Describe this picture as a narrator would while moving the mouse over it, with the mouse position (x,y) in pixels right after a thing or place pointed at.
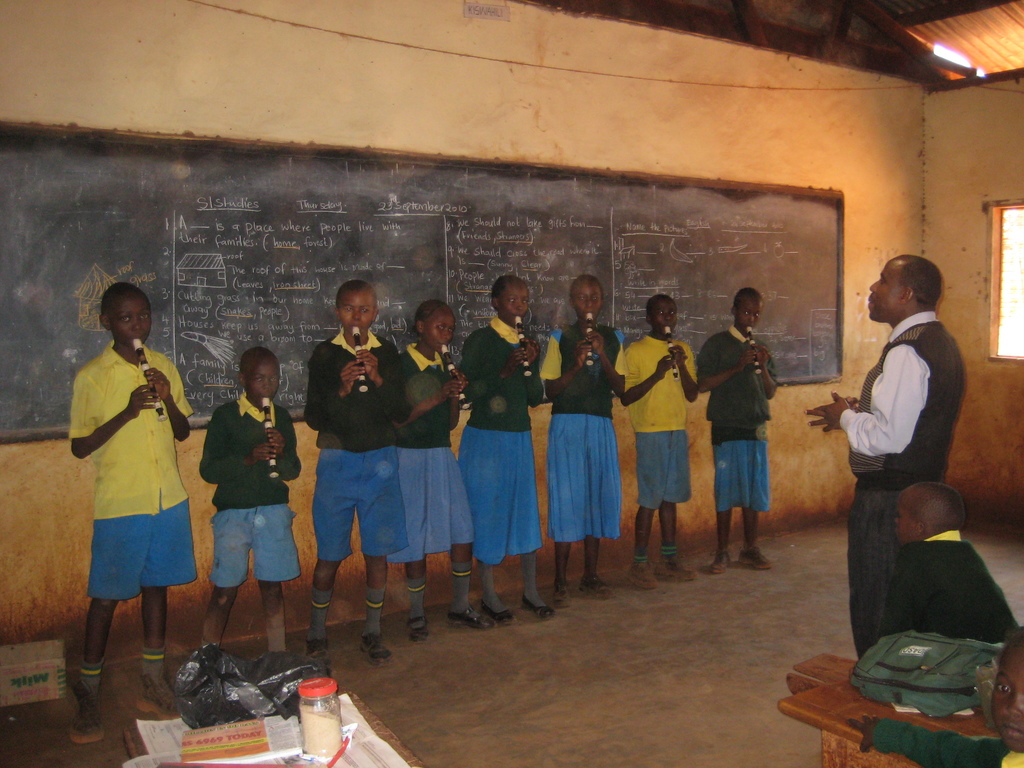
This image is taken indoors. At the bottom of the image (615,685) there is a floor (729,657) and a table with a few things (253,682) on it and there is a kid (957,743) and a bench (891,709) with a backpack (932,670) on it. In the background (470,185) there is a wall (970,269) with a blackboard (456,277) and a window (1021,257). At the top of the image (918,41) there is a roof (969,58). In the middle of the image (514,318) a few kids (604,424) are standing on the floor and playing recorders (147,382) and a man (888,365) is standing on the floor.
